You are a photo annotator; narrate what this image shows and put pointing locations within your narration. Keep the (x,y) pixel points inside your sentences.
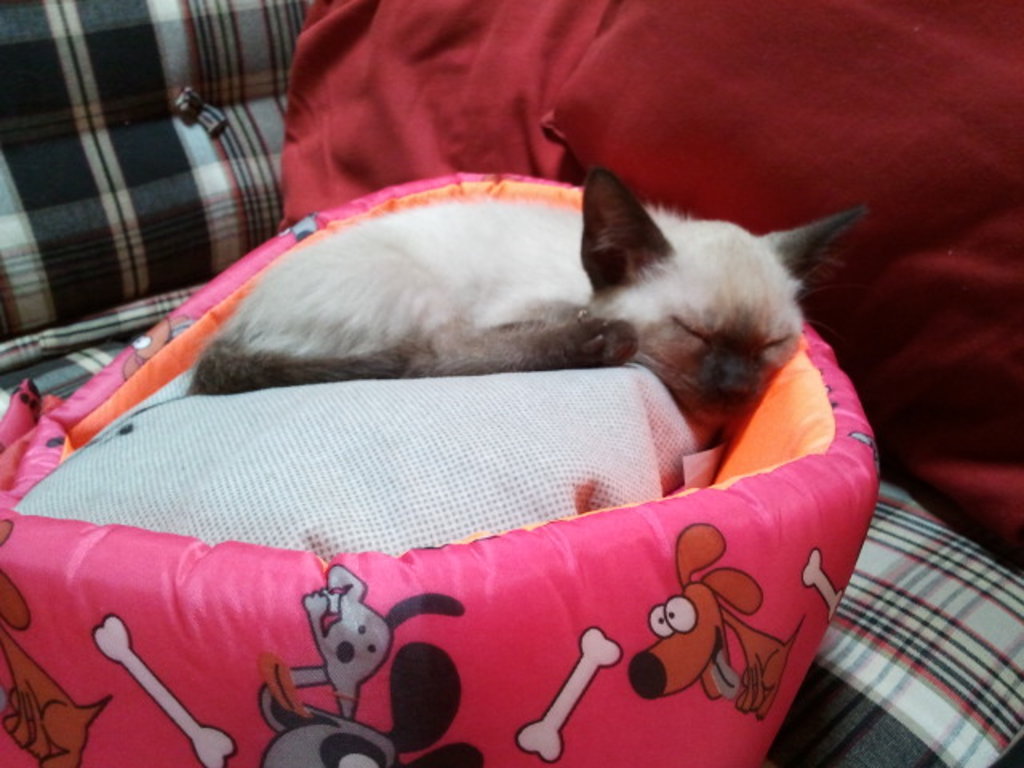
In this image we can see one cat (445,257) sleeping on the cat bed (285,670), one red object (938,263) on the top right side of the image (856,151) and it looks like a bed (865,660) in the background (888,666).
